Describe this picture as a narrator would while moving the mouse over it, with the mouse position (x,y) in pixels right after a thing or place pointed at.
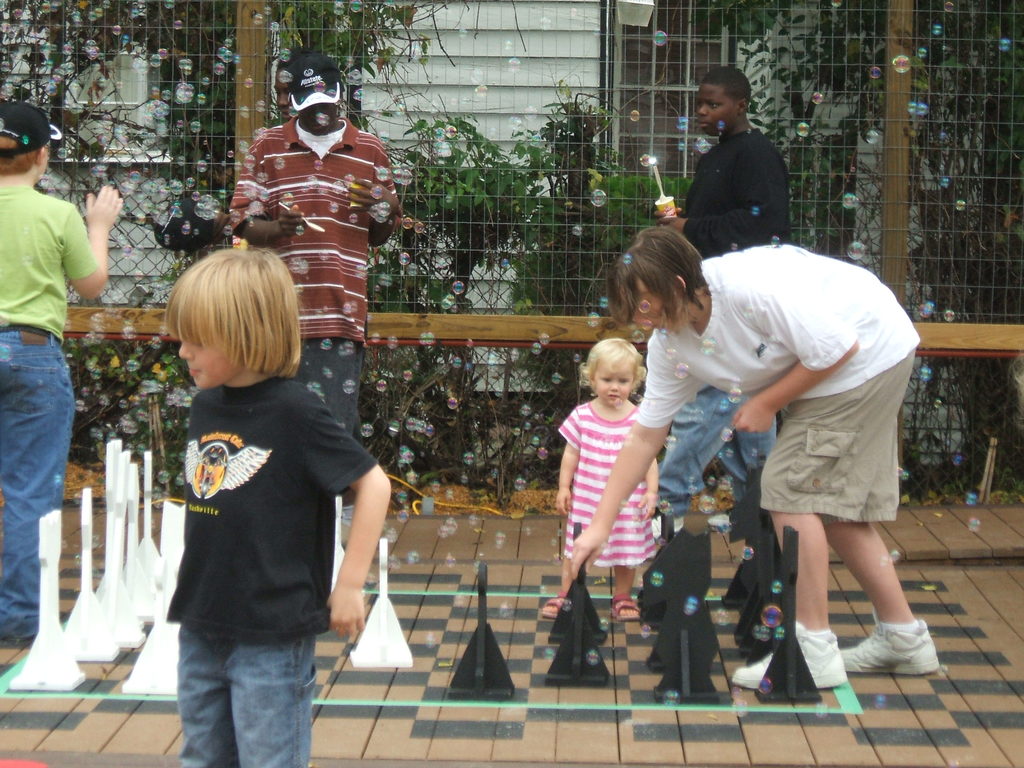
In this image there are some people (16,588) playing chess (793,691) on the pavement (455,649) and some blowing bubbles (6,25), behind them there is a fence (1005,296), trees (982,24) and buildings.
